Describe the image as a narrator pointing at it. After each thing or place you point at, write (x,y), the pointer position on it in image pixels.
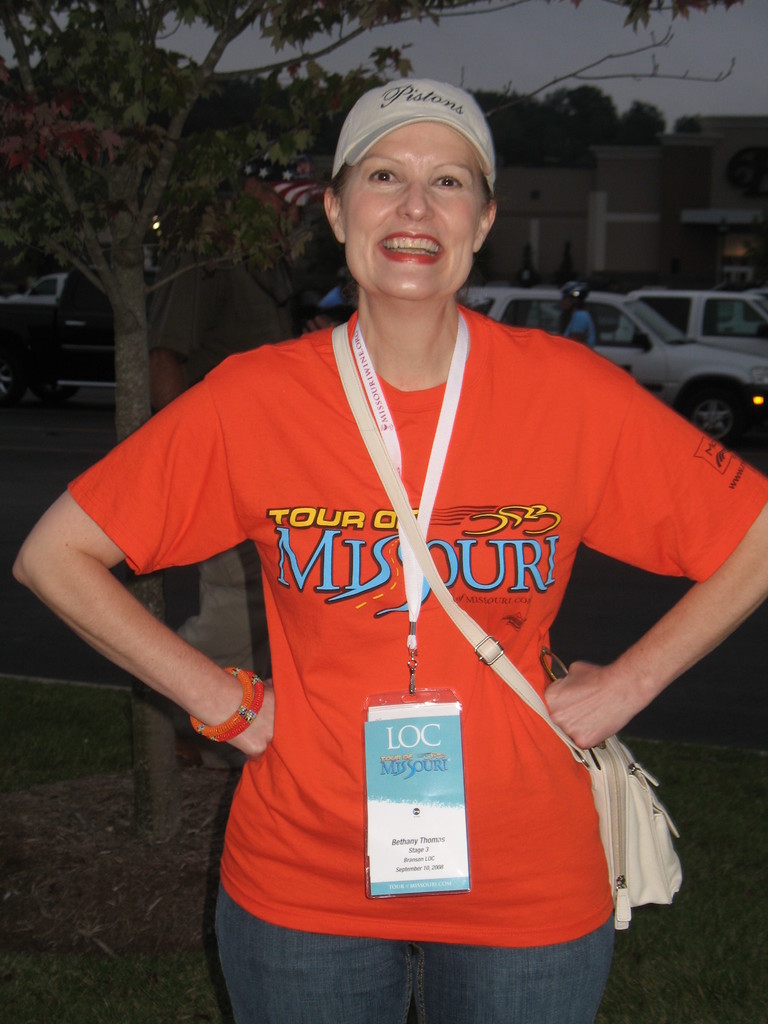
In this image we can see a woman (464,218) smiling and wearing a sling bag (536,691). In the background (64,150) we can see trees (88,121), sky (524,21), buildings (595,228) and motor vehicles (596,292).
